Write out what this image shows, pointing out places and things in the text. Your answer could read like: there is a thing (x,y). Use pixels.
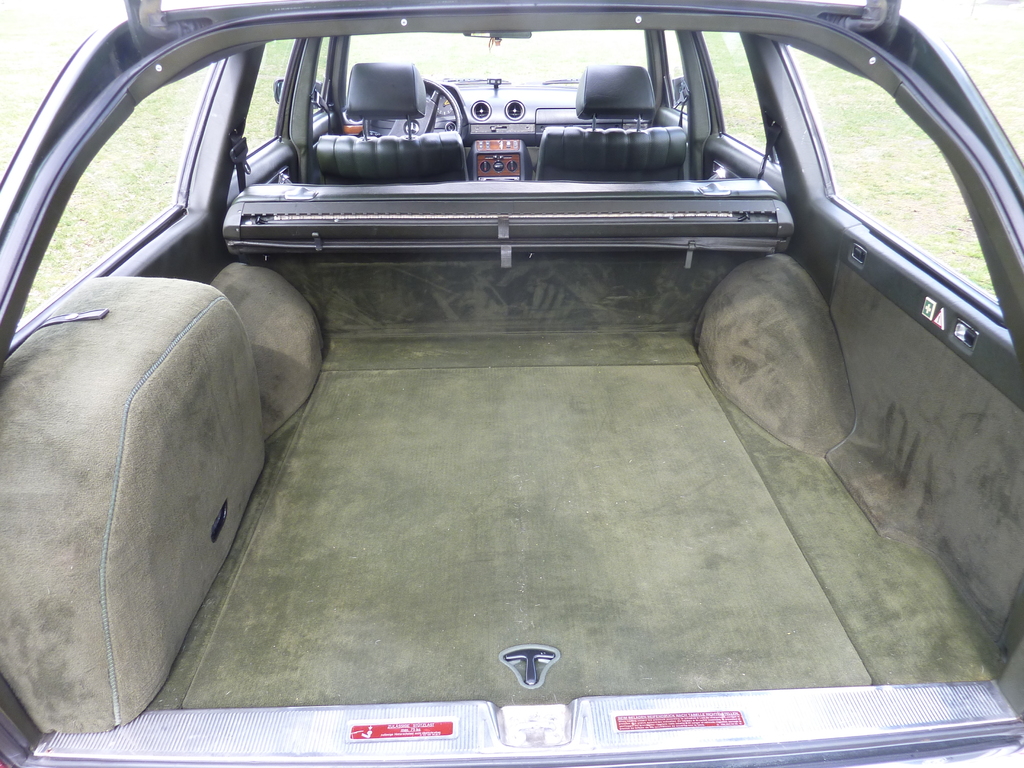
In this picture we can see a inside view of the vehicle (738,491), here we can see seats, steering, speedometers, glass doors (87,246), from glass doors (77,235) we can see the grass (66,225).
